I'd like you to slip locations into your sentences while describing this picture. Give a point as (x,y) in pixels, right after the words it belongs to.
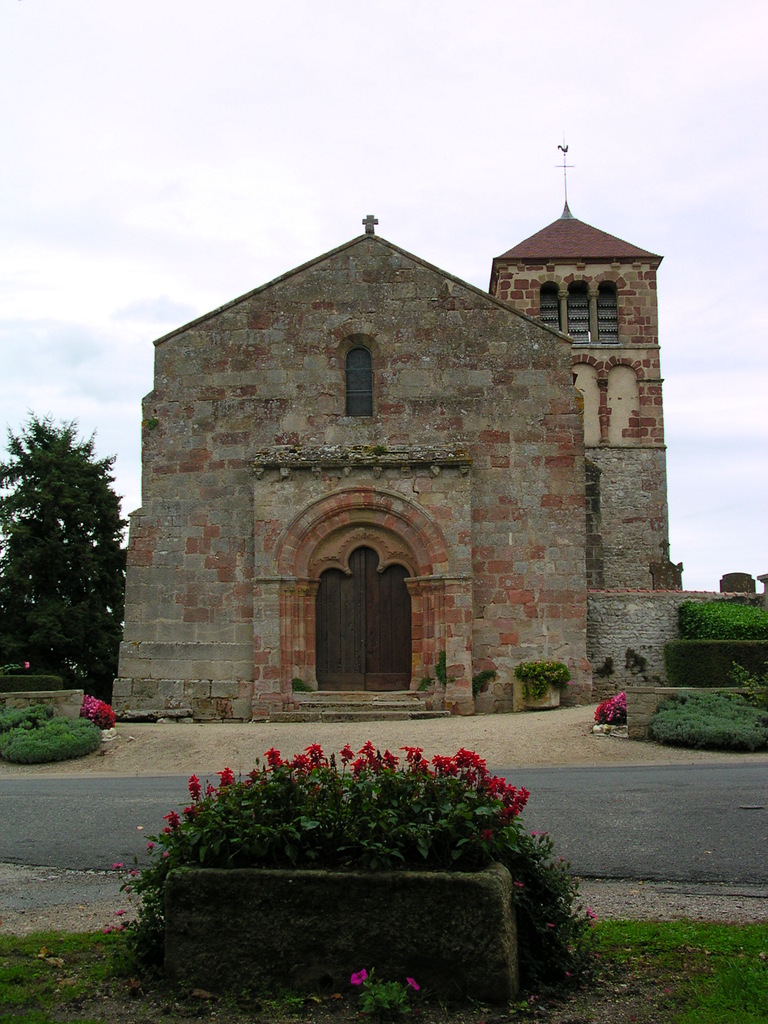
In the foreground (413,769) I can see flowering plants (424,826), grass (718,990), fence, trees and buildings (467,436). At the top (259,223) I can see the sky (263,88). This image is taken may be during a day.
